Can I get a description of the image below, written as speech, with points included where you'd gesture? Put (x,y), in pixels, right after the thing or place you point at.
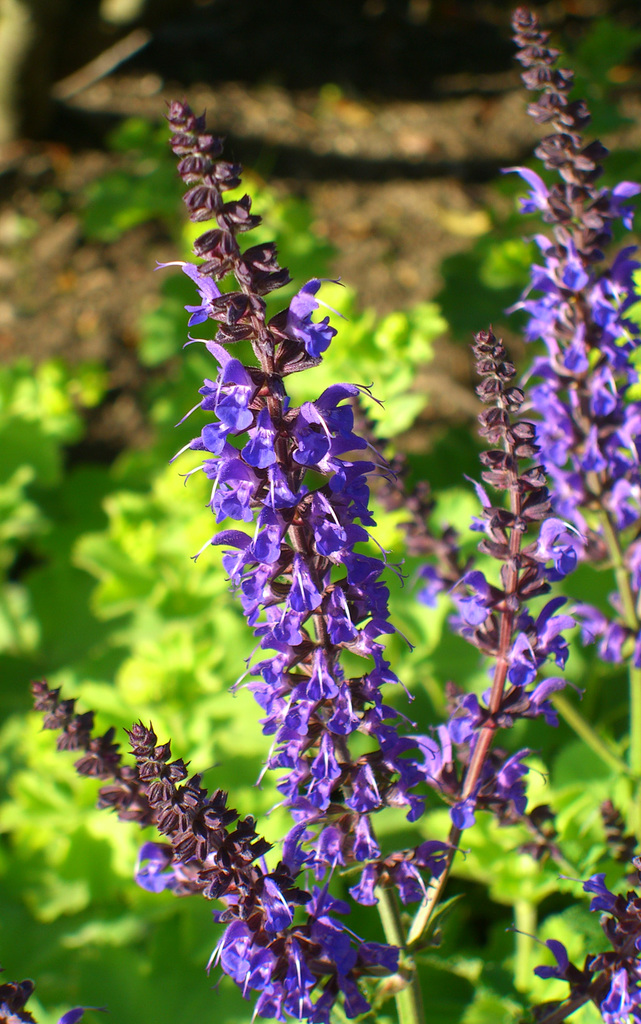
In this image in the foreground (373,470) there are some flowers (341,789), and in the background (38,823) there are some plants (598,864) and sand (88,334).
